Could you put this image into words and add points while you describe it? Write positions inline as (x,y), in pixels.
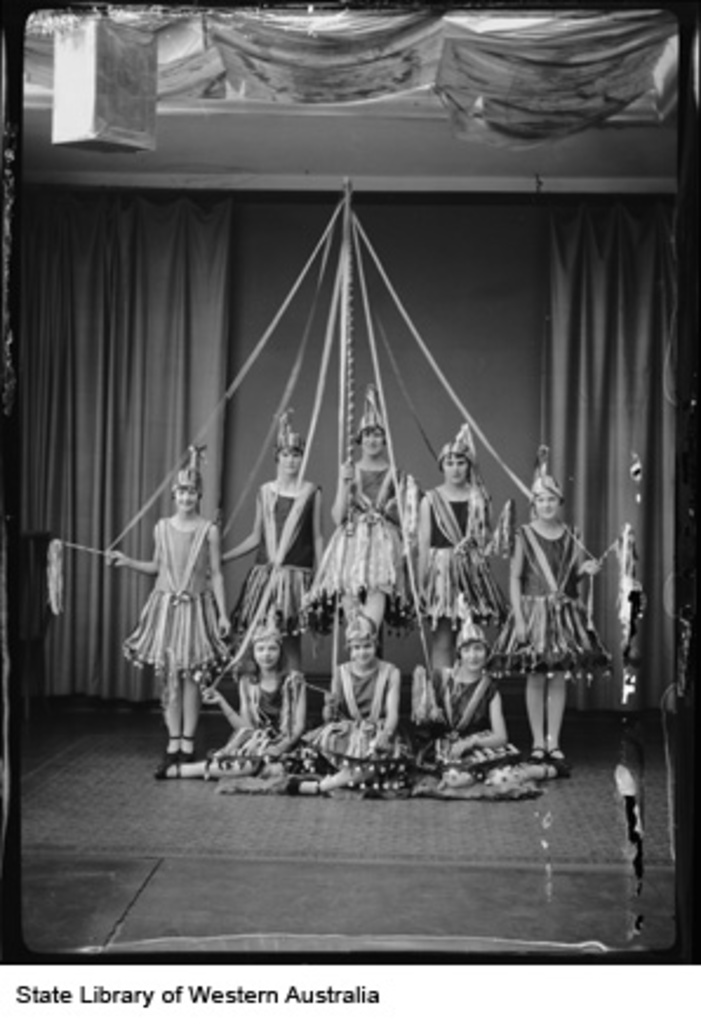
In this image we can see a black and white image. In this image we can see some persons (392,581) and other objects (466,408). In the background of the image (414,417) there is a wall (521,336) and curtains (33,340). At the top of the image (281,150) there is the ceiling (273,90). At the bottom of the image (331,839) there is the floor (492,843). On the image there is a watermark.
